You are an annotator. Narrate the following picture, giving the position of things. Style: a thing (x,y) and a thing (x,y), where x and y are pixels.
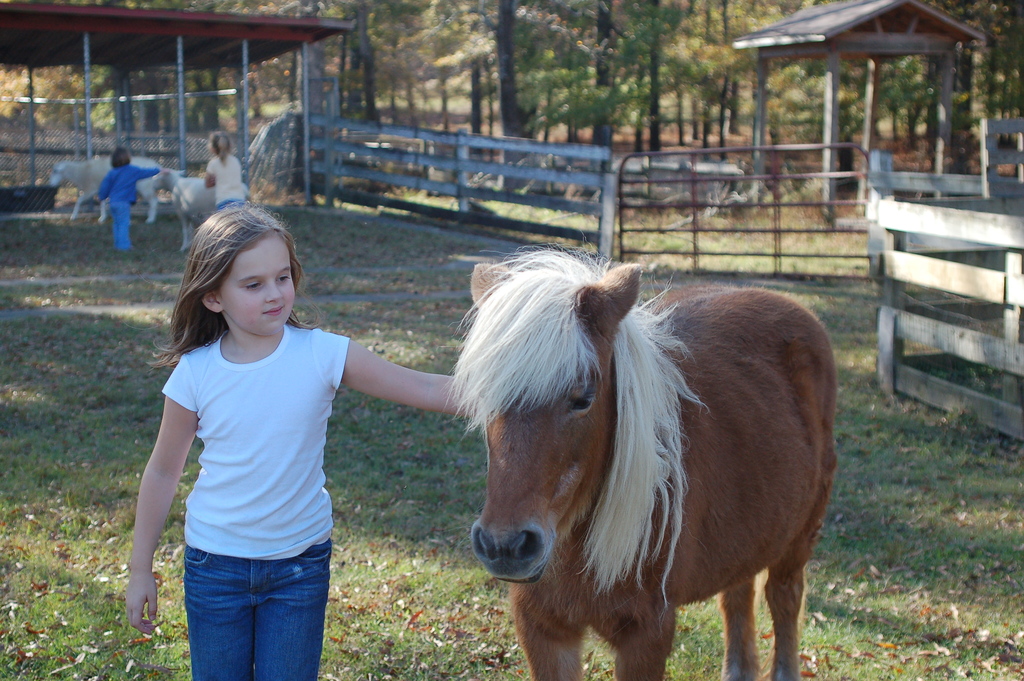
In this picture outside of the city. There are three persons (395,390). They are standing. In the center (348,382) we have a girl (299,395). She is holding a horse (599,287). We can see in background (579,112) trees (570,97), shed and fencing (711,151).
